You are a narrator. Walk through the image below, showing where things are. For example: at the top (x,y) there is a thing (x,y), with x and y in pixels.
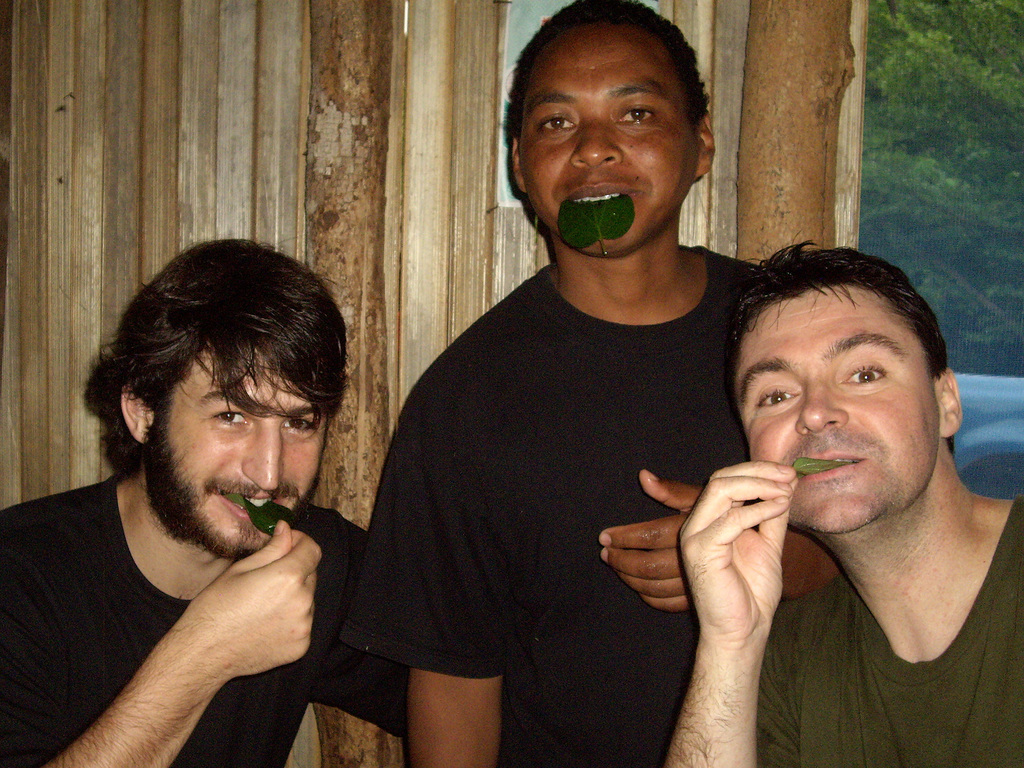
In this image there are three men (506,469), they are holding a leaf (254,511), there is a wooden wall (270,113) behind the persons (464,371), there is an object (507,101) on the wooden wall (492,143), there are trees (905,134) towards the right of the image (925,143).
